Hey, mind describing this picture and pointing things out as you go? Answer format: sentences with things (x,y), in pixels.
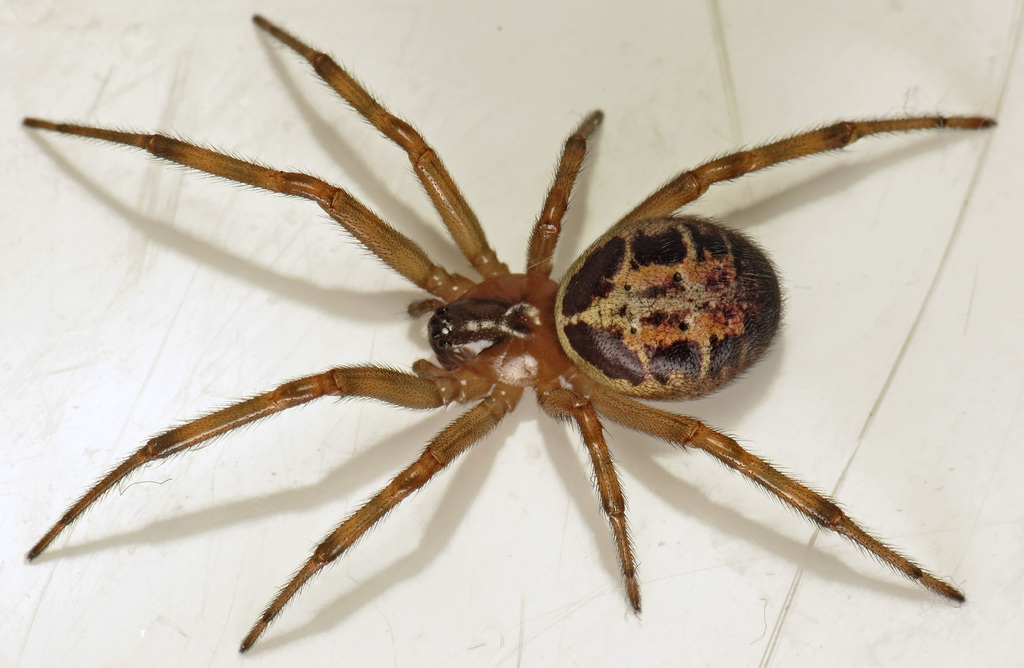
There is a spider (613,326) which is on the white surface (353,357).
